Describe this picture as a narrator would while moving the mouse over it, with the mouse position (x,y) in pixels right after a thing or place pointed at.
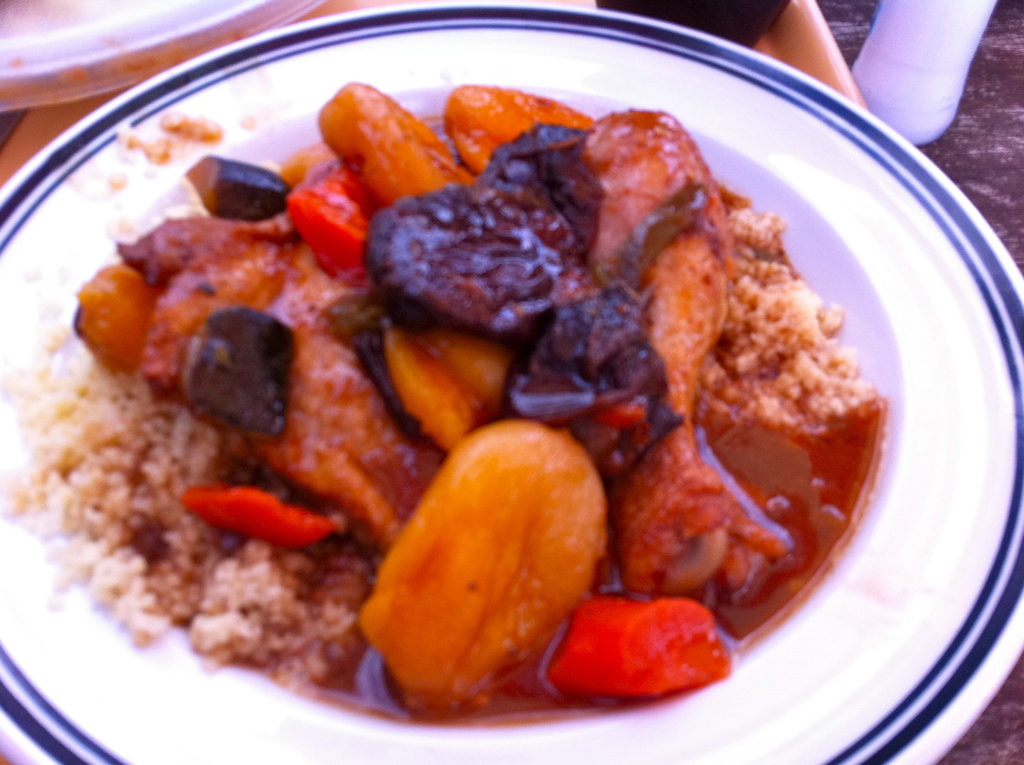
We can see plate (636,100) with food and objects (31,48) on wooden surface (994,141).
